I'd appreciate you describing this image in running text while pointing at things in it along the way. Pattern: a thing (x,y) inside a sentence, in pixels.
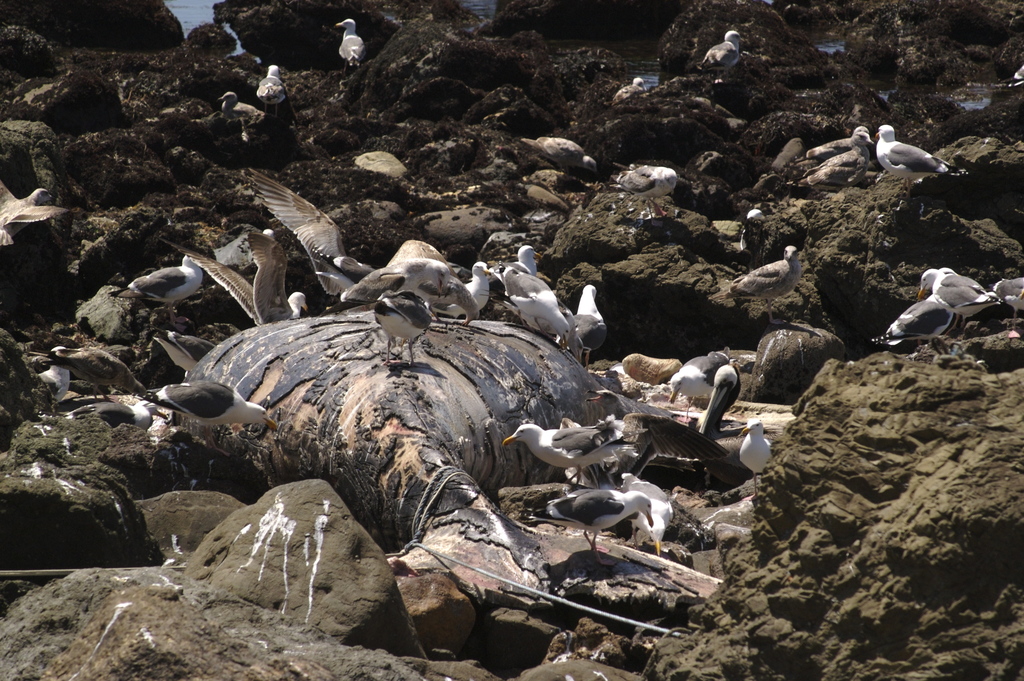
In the center of the image (463,396) there is a dead animal (383,361). There are birds (280,295). There are rocks (745,538).
